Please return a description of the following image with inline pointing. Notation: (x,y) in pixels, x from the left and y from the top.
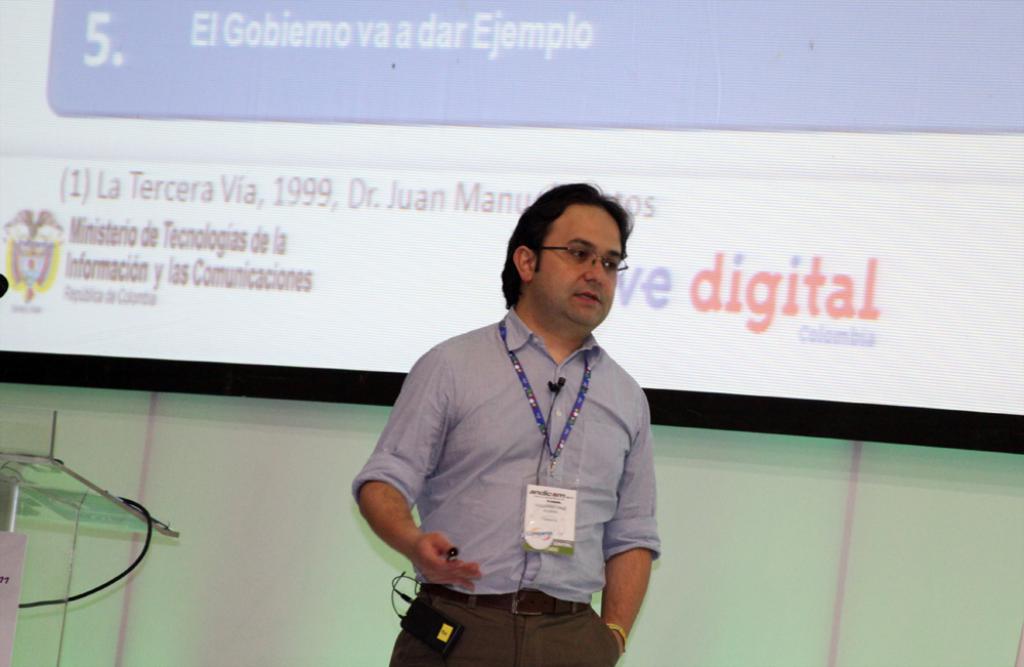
In this picture we can see the man (585,508) wearing a blue shirt (557,474) and standing in the front (542,521) with an identity card (542,521). Behind there is a white projector screen (646,211).
